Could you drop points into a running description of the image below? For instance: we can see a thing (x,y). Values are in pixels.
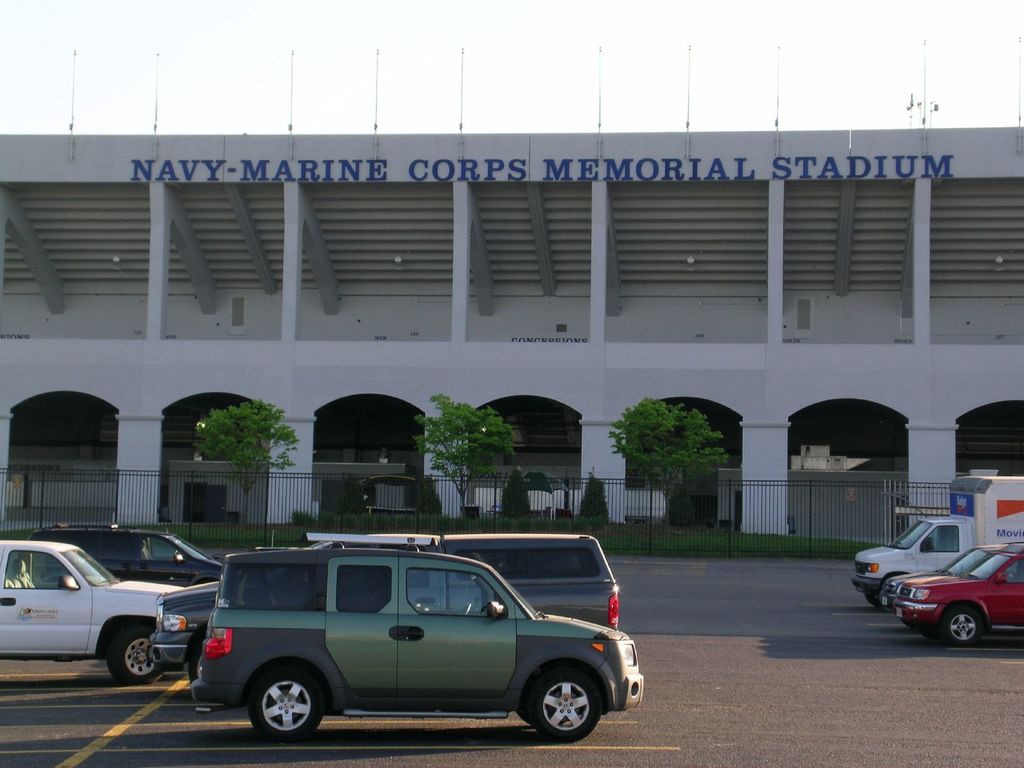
At the bottom of the image (423,623) I can see few vehicles (17,579) on the road (747,727). On the other side of the road (661,566) there is a railing (527,519). At the back of it, I can see few trees (251,439) and building (272,277). At the top of the building (397,166) I can see some text (417,166).
